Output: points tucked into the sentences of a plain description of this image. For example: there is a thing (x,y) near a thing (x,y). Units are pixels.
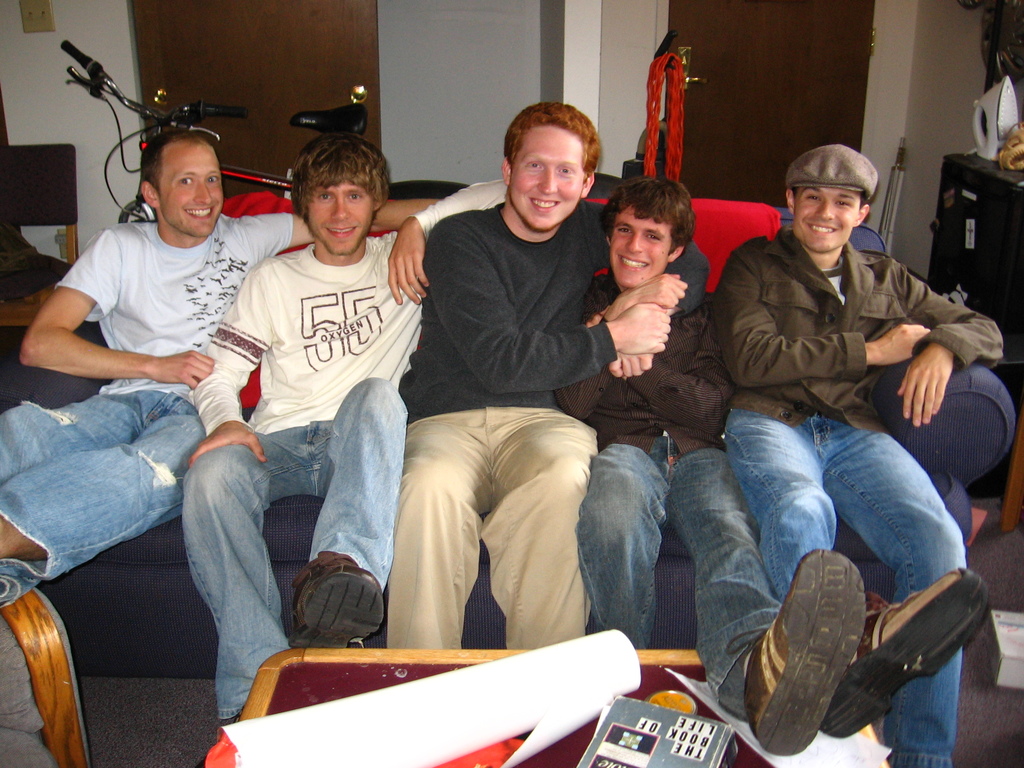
In this picture we can see the group of friends (187,293) sitting couch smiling and giving a pose into the camera. In front (839,751) on the table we can see paper (536,738) and a book (620,721). Behind you can see a bicycle (128,97), wooden door (174,64) and grey color wall (469,70).
